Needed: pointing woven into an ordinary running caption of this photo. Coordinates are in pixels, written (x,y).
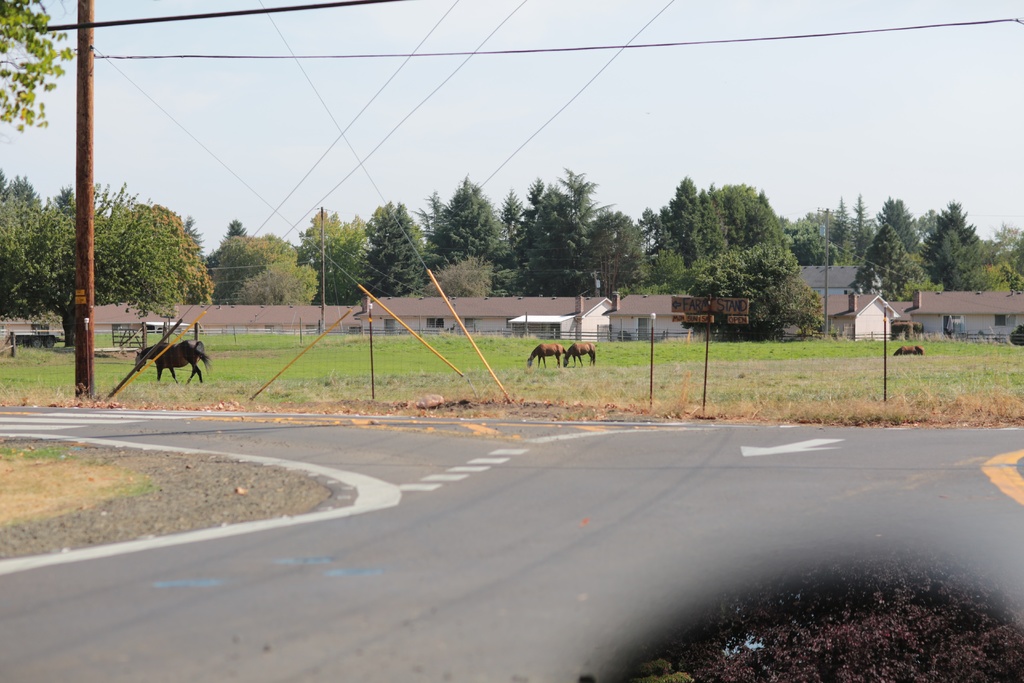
In this image we can see horses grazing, road (184,540), stones (211,467), buildings (402,312), electric poles (92,57), electric cables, trees (39,220) and sky (330,77).
